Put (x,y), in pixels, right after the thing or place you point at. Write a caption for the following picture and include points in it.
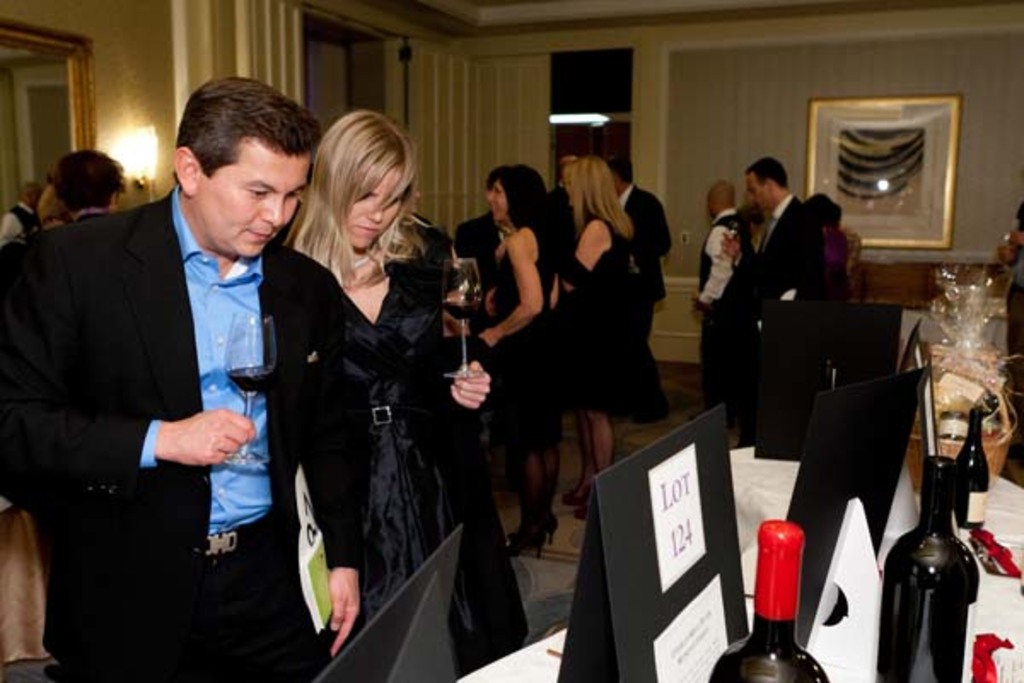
In this picture there is a woman (452,626) who is wearing a black dress (475,653) and holding a wine glass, beside her there is a man (231,221) who is wearing blazer (151,323), shirt (208,345) and he is holding wine glass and file (324,615). Both of them are standing near to the table (1007,603). On the table (985,617) i can see wine bottles (964,592), tissue paper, basket (995,467) and other objects (661,665). In the back (643,349) i can see many people (709,280) holding a wine glass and standing near to the door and painting frame (875,162). On the left (19,162) background (107,202) there are persons (60,222) who are standing near to the mirror (34,158) and the light (124,162).
